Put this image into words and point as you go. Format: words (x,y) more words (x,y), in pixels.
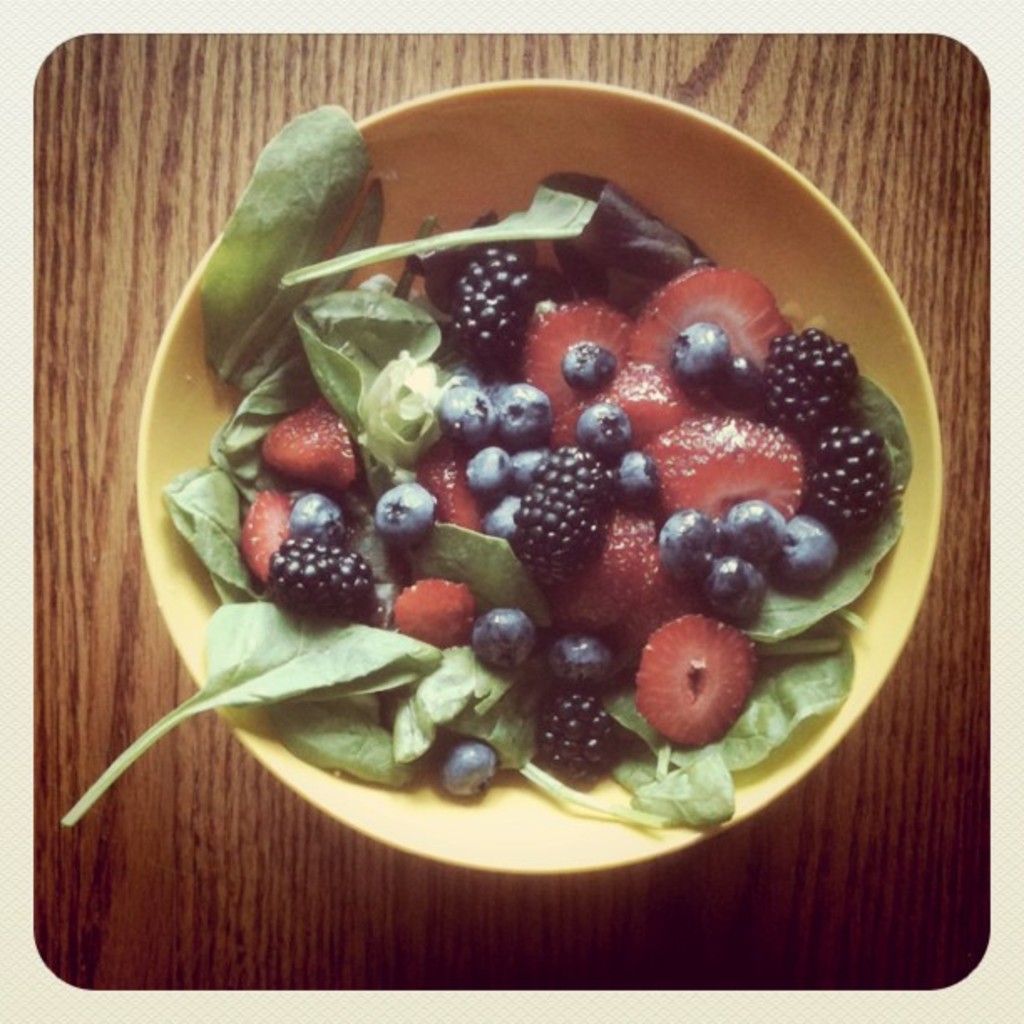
In this image there is a bowl (712,152) on the table (904,139). In the bowl (538,428) there are strawberries (645,384), blueberries (692,374) and some green leaves (459,664).
